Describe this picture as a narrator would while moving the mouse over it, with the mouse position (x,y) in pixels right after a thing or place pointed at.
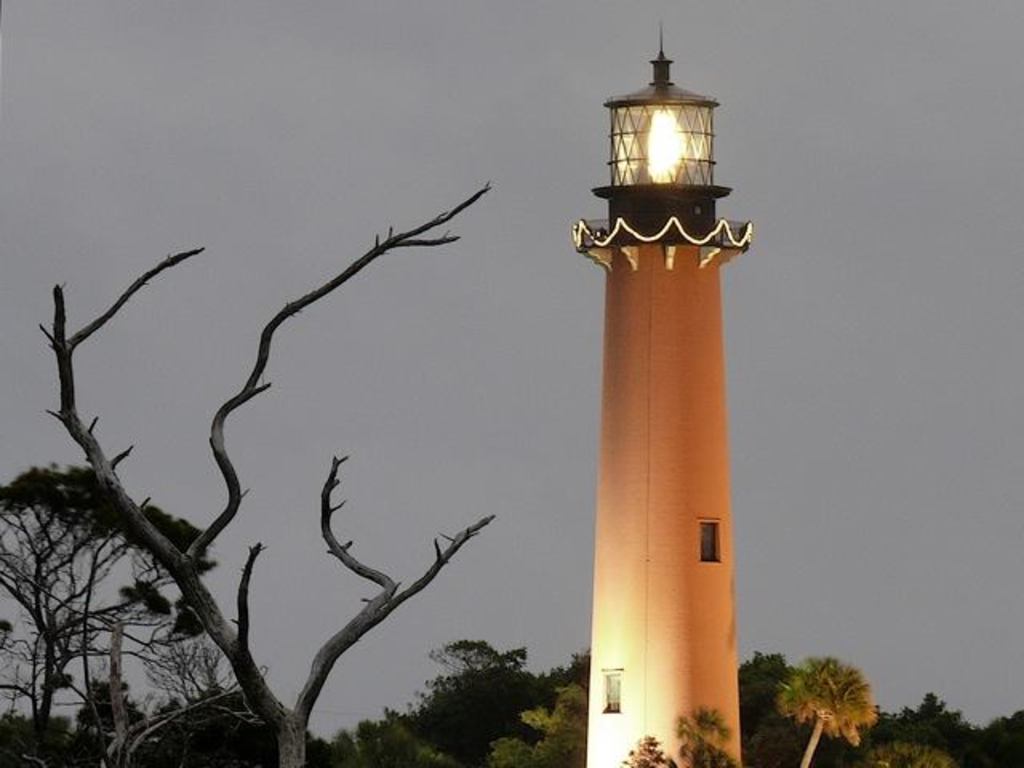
In the image there is a pillar (678,527) with windows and light (654,174) on the top of the pillar (626,203). On the left side of the image (291,753) there is a tree (59,334) without leaves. Behind them there are trees (1010,755). In the background (142,470) there is a sky (814,459).
